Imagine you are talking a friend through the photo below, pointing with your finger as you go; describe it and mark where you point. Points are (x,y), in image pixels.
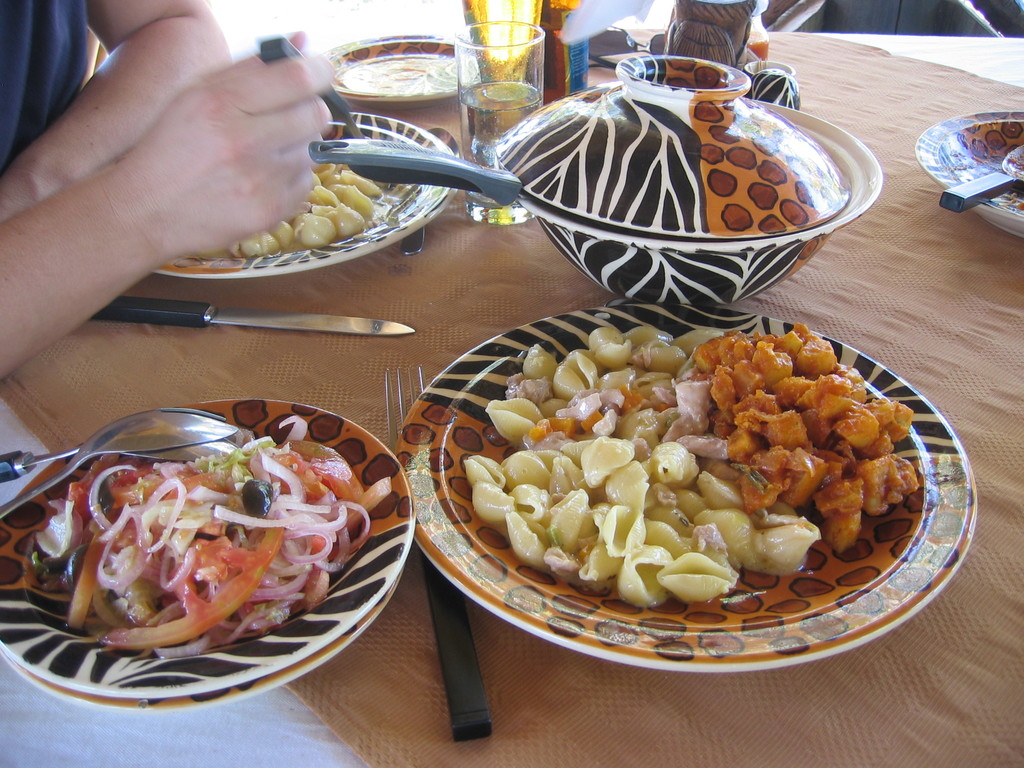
In this picture we can see plates (389,124) with food items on it, fork (403,410), knife (180,303), spoon (208,429), bowl (582,240), glasses (496,82) and these all are placed on the table (874,67) and beside this table (255,356) we can see a person (180,186).
